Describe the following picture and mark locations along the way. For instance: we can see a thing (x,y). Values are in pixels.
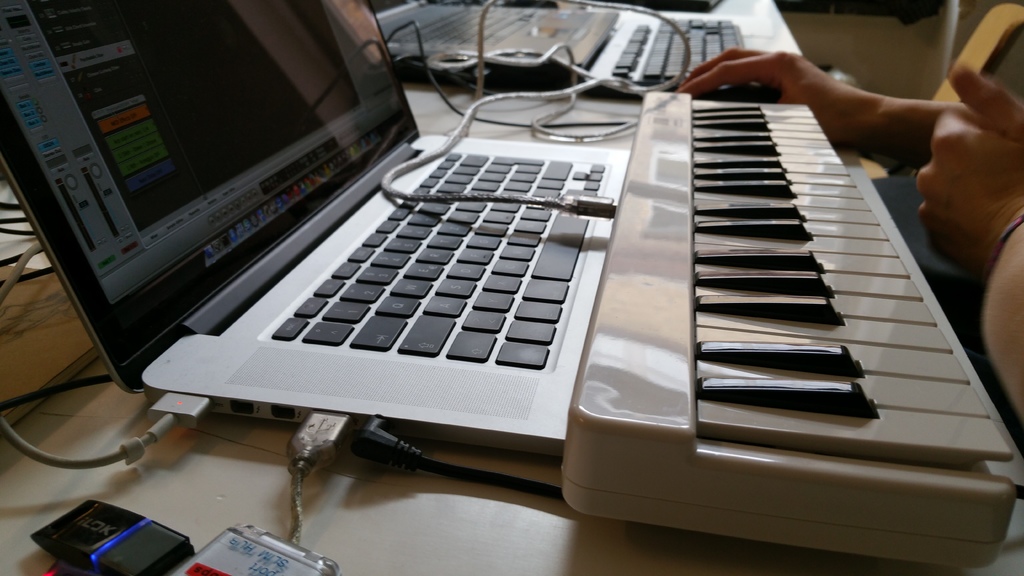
In the middle (473,263) there is a laptop (425,274). On the right side (706,516) there is a piano (786,324) in white color.
